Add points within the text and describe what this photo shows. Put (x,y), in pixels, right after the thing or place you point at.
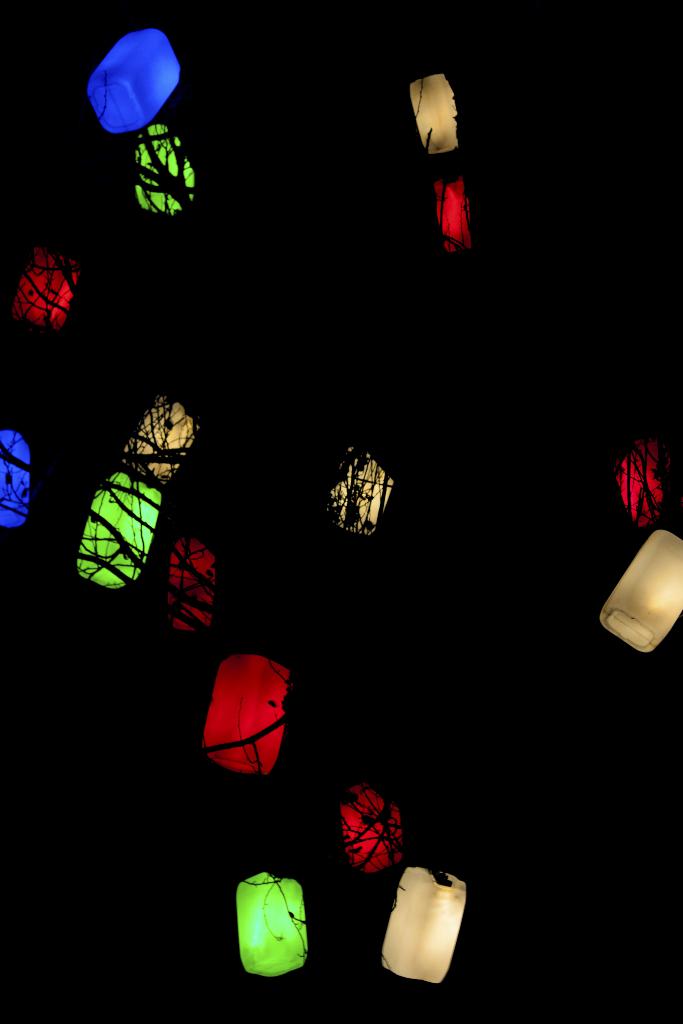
In this image there are lights (637,441).
